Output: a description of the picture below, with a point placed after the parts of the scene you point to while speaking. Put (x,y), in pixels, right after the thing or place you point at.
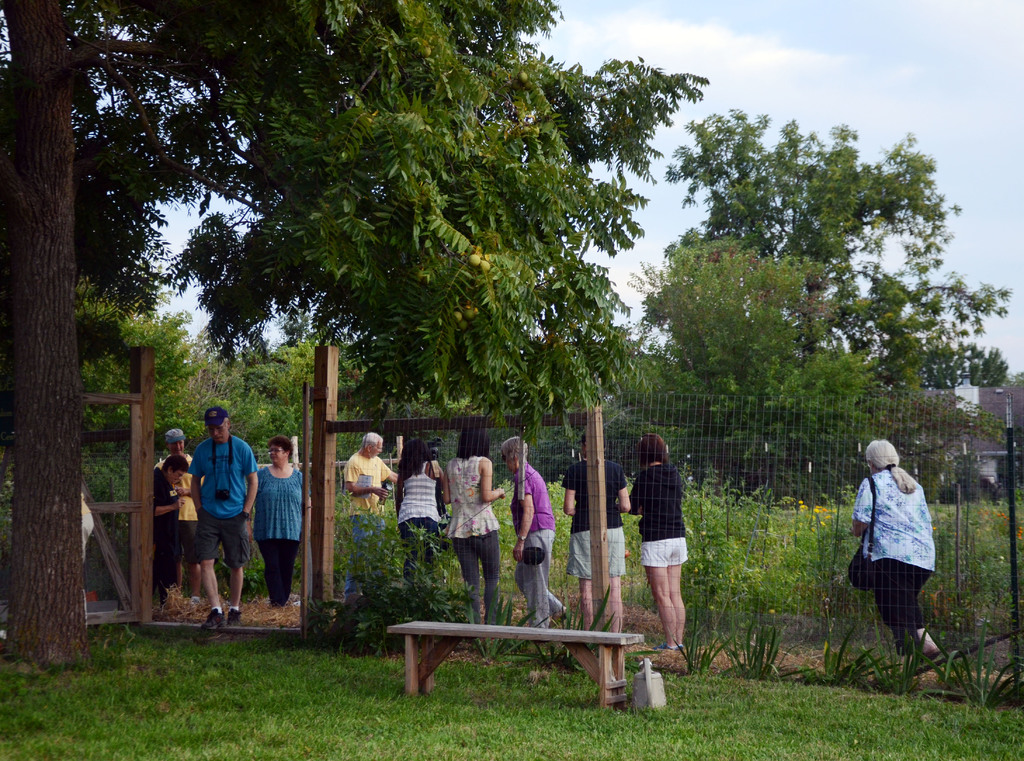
In this picture we can see a group of people (178,519) where some are standing and some are walking on the ground (107,632), trees (318,258), fence (829,483), bench (604,639) and in the background (731,105) we can see the sky (771,102) with clouds (576,51).
